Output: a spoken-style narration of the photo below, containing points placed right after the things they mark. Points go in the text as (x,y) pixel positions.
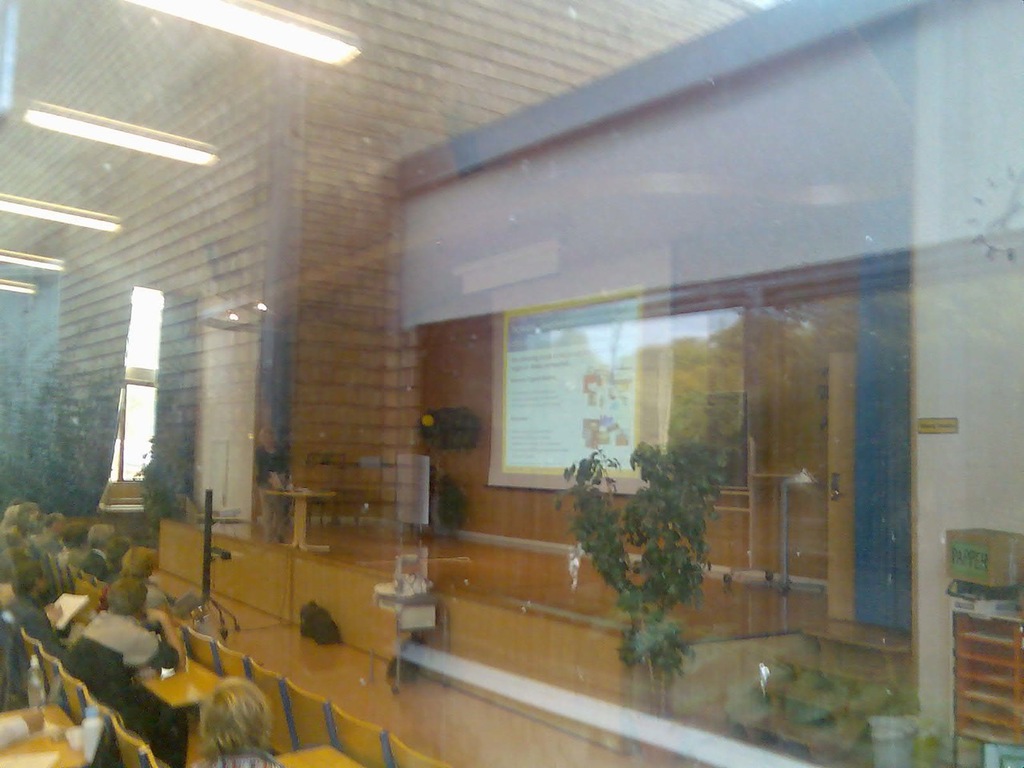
This image is clicked in a conference. At the bottom (242,700), there are many persons (1,678) sitting in the chairs (367,724). The chairs (379,751) are in yellow color. At the top (201,89), there is a roof (201,80) along with lights (45,259). In the front (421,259), we can see a wall (805,389) and a projector screen (615,319). In the middle (670,449), there is a potted plants (669,626). And we can see a door (827,543).
